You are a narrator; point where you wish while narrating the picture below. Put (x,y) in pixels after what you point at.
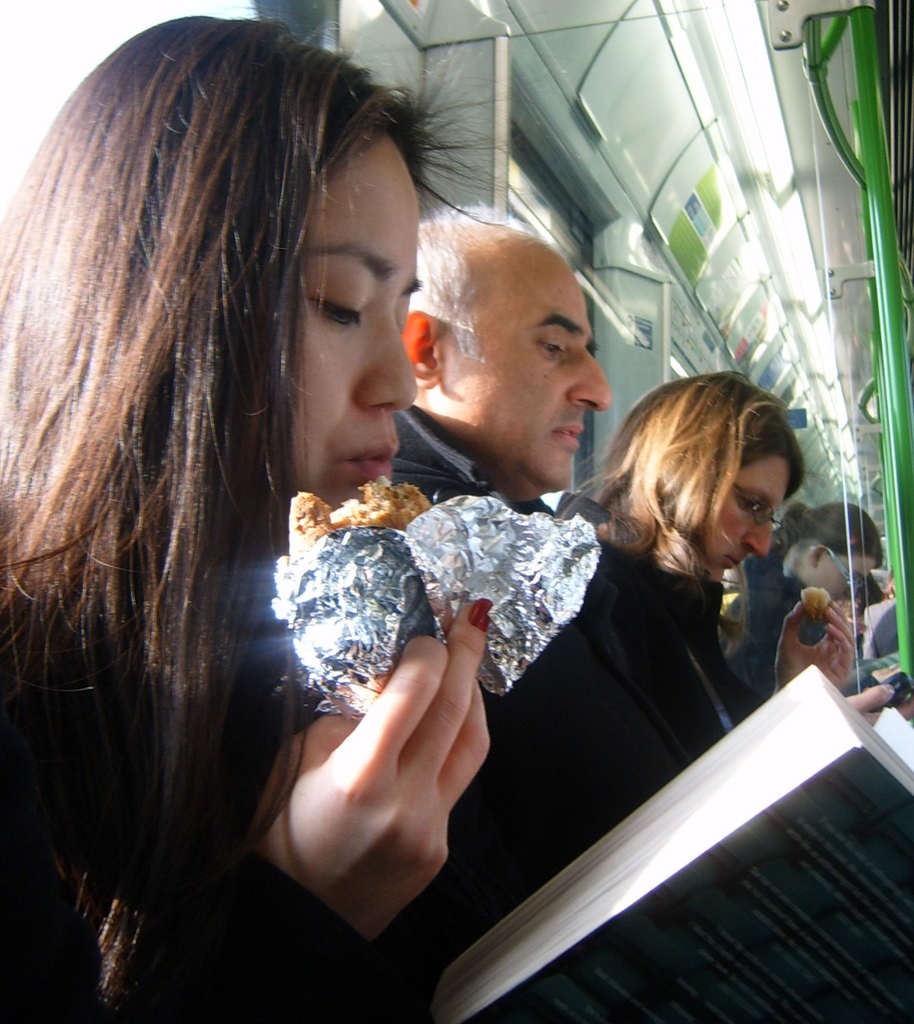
In this picture there is interior of a train (827,468) where there is a woman (148,779) sitting and holding a book (826,827) in one of her hand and an edible (404,589) in her another hand (414,673) and there are few other persons (690,572) sitting beside her and there are few lights (786,166) and some other objects (721,194) in the background (773,349).
